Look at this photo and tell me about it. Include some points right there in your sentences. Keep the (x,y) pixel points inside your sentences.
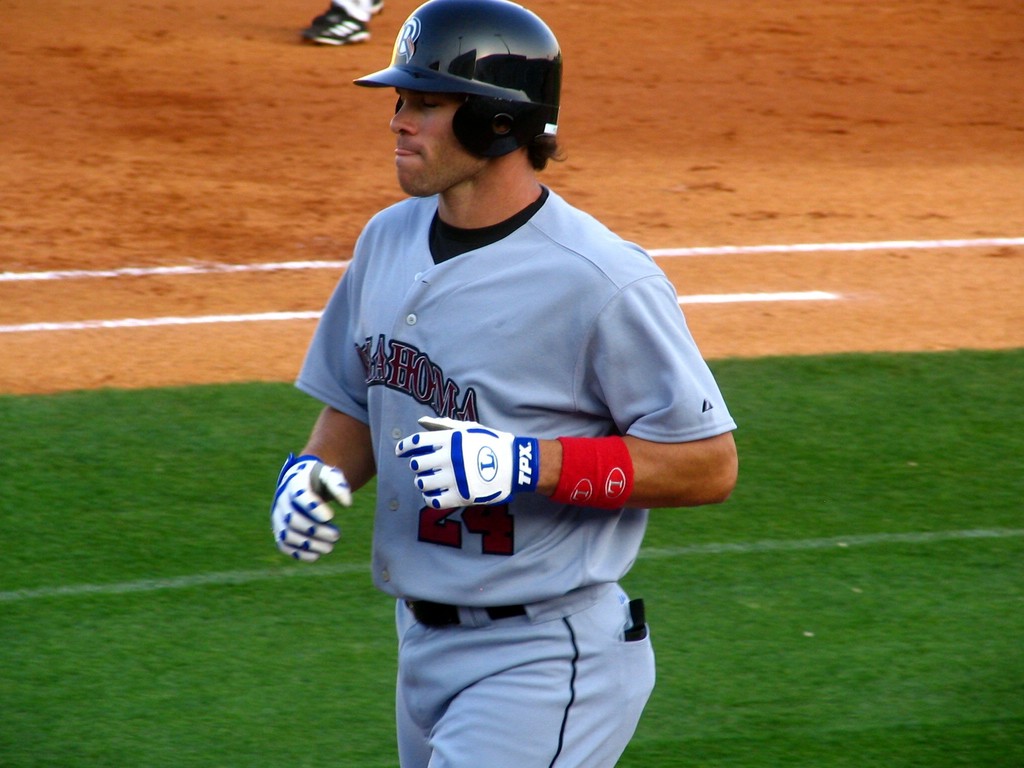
In this image we can see a man (481,462) wearing a helmet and the gloves (535,482) standing on the ground (685,549).
